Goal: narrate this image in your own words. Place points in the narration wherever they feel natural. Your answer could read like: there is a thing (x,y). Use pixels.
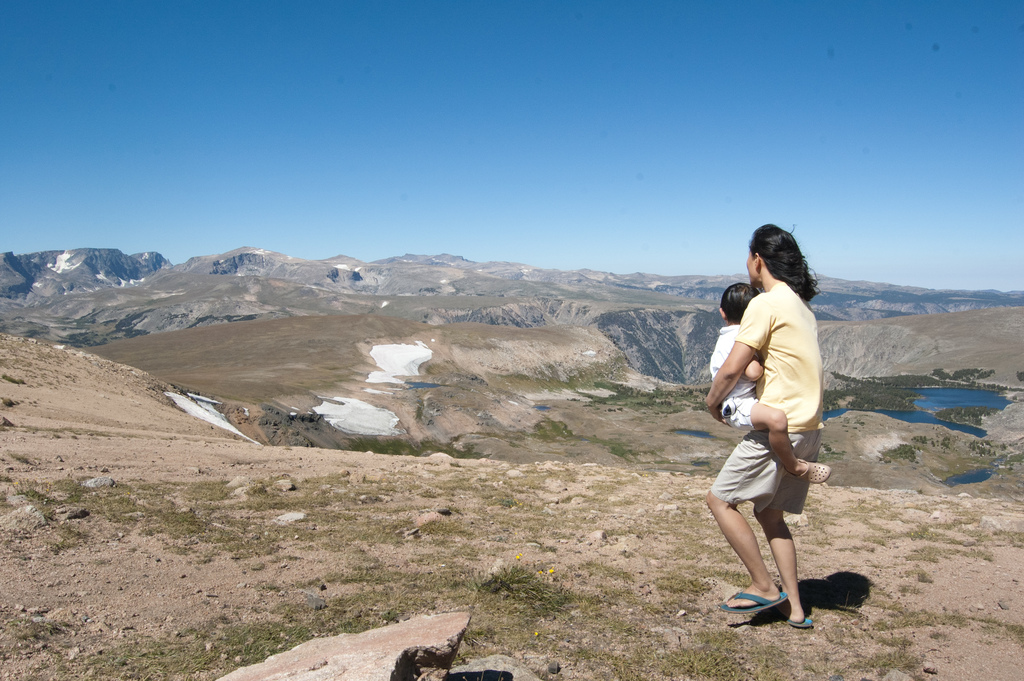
In this image we can see a person (798,335) carrying a kid (725,362), there are some rocks (440,620), grass (499,622), mountains (687,285), water (943,398), also we can see the sky (691,161).
